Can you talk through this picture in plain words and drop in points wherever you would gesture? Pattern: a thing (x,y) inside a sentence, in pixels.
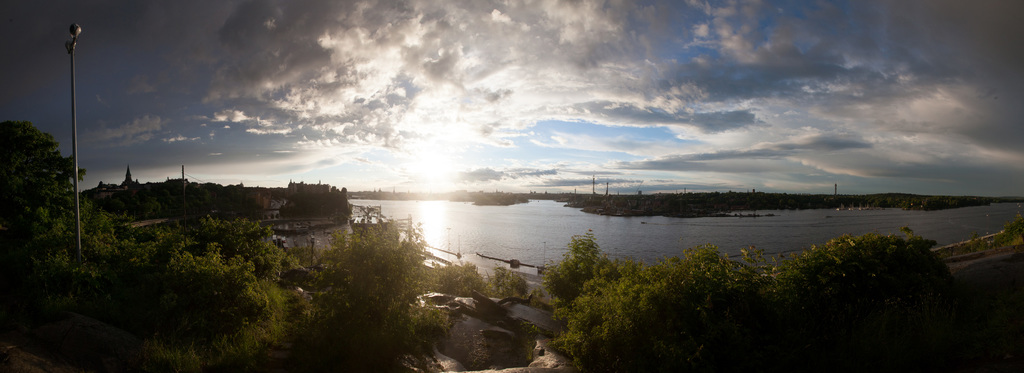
In this image, we can see trees (171,260), poles (74,171) and at the top (413,58), there are clouds (633,83) in the sky (614,101) and at the bottom (791,250), there is water (781,226).
